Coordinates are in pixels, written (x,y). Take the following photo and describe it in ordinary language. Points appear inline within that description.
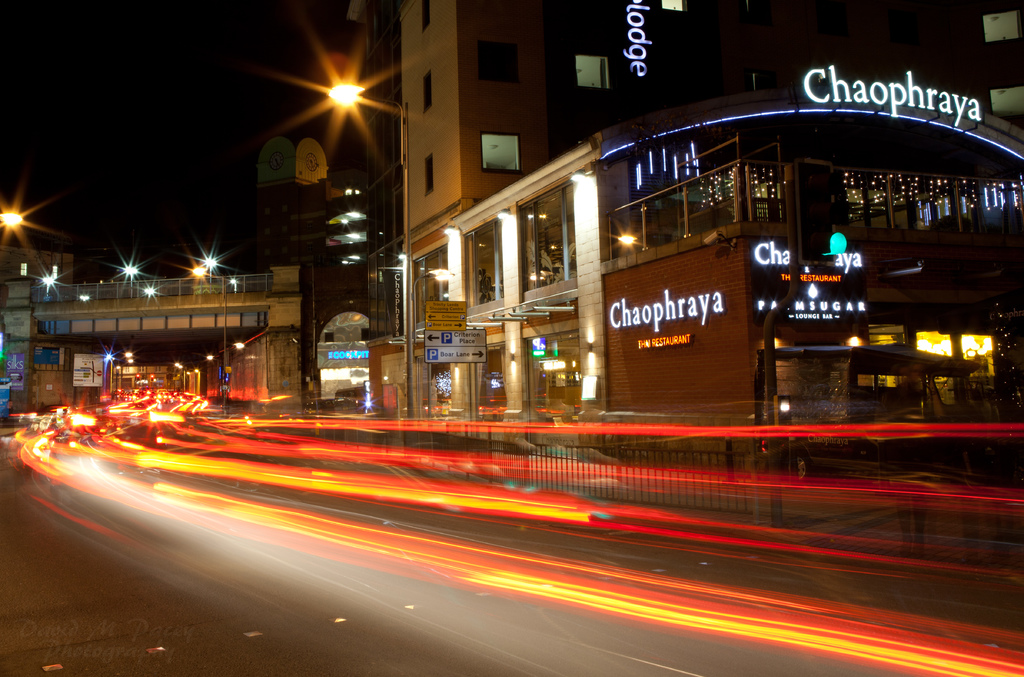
In the foreground (768,268) I can see a building (685,231), light poles (441,275) and a bridge (164,289). On the top left (156,69) I can see the sky (236,62). At the bottom (355,462) I can see vehicles (42,428) and a fence (697,488) on the road (558,559). This image is taken during night.
